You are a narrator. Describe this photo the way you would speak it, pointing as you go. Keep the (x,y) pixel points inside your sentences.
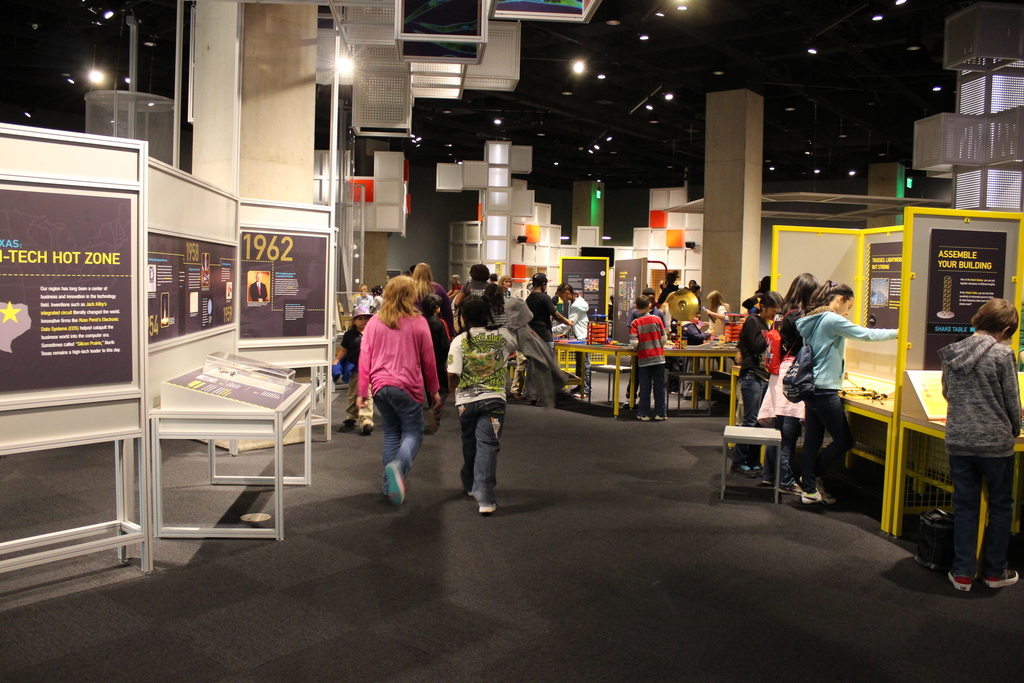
The image might be taken in an exhibition or an expo. In the foreground of the picture (393,296) there are boards (955,298), people (976,437), stool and other objects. In the center of the picture (583,258) there are people (763,319), boards (608,291), tables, chairs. At the top (431,49) there are lights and box like objects (351,44). In the background (495,186) there are boxes like things (517,198) and lights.
